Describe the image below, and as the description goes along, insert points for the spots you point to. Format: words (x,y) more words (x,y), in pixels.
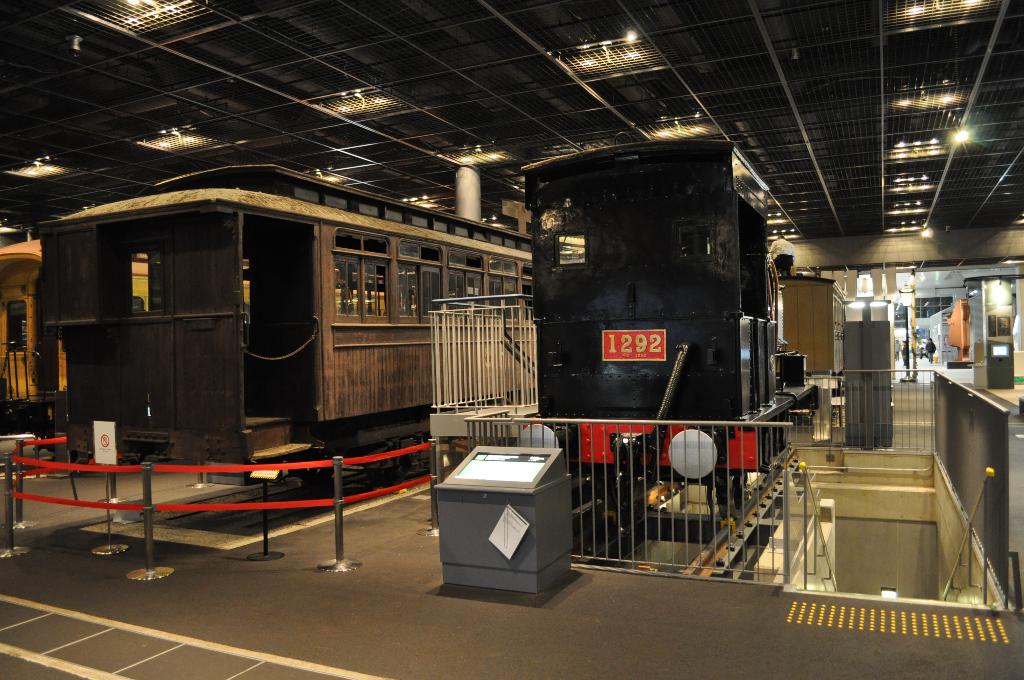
In the picture we can see an old model train (225,341) and engine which are placed under the shed (46,111) and to the ceiling (931,51) of the shed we can see some lights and around the train (93,416) we can see railing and behind the train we can see somethings (819,352) are placed.
